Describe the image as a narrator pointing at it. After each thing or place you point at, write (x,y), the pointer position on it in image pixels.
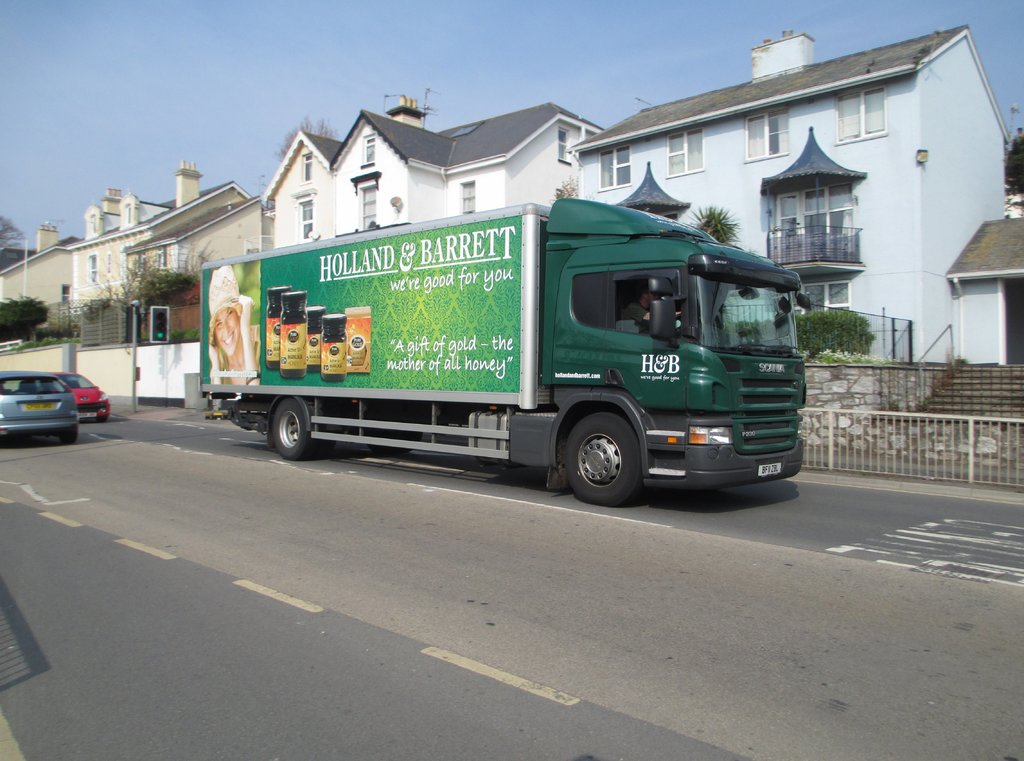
In this image, there are a few vehicles (275,381). Among them, we can see a person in one of the vehicles (258,398). We can see the ground (156,486). We can see some plants (816,331) and the fence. We can see a pole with traffic lights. We can see some stairs (966,380) and the railing (948,353). We can see the wall (147,356). There are a few trees (306,127) and buildings (222,191). We can see the sky (275,118).
